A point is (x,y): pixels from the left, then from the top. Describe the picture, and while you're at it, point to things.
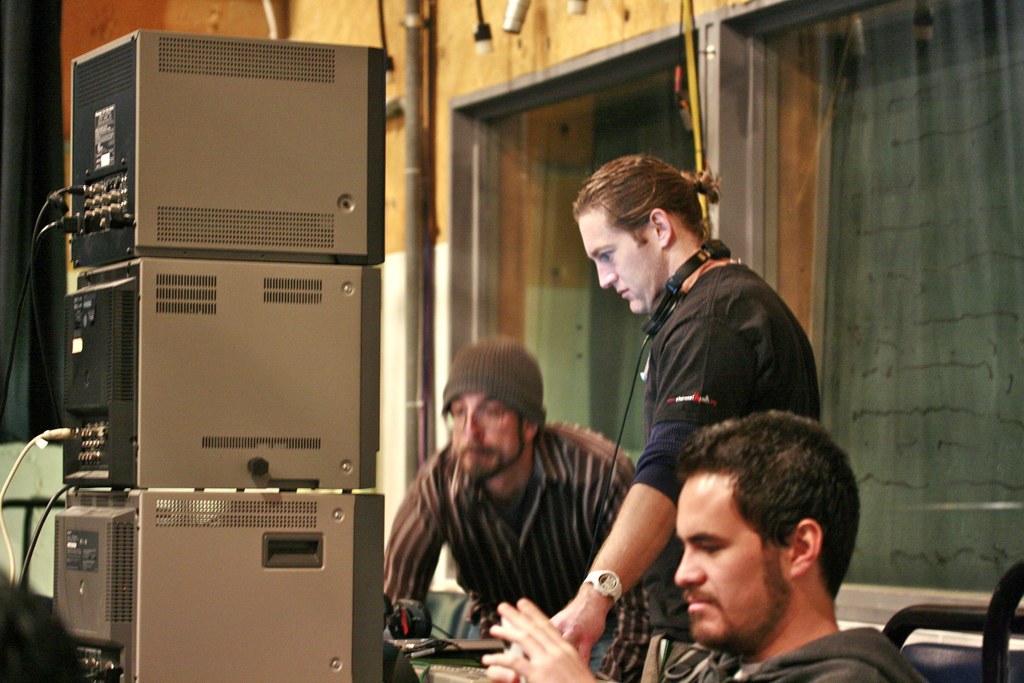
In this image in front (787,625) there is a person (778,616) sitting on the chair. In front of him there are few objects (201,307). Beside him there are few other people (522,558). In the background of the image (860,74) there are glass doors (741,193) through which we can see the curtains (913,238). There is a wall (259,22). On the left side of the image (21,69) there is a black color curtain (58,31).
